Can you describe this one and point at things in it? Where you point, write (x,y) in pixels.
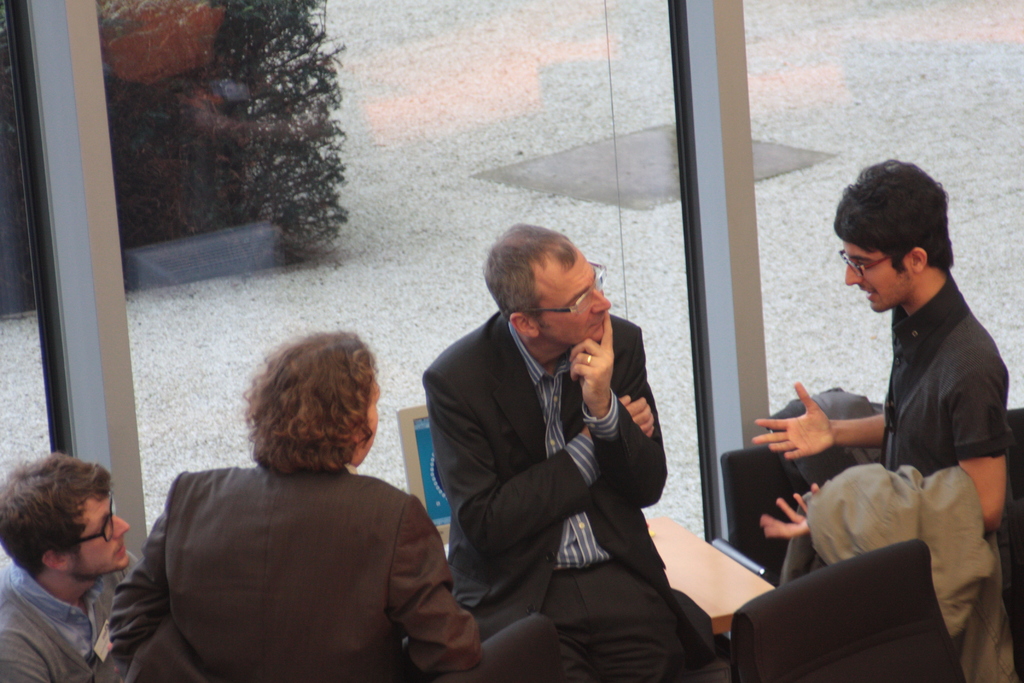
In this image we can see some group of persons (519,485) wearing suits (578,478) sitting on chairs (732,489), tables (703,553) and discussing in between them and in the background of the image (597,123) there is glass door (62,248), some plants (242,204) and walkway (458,228).
